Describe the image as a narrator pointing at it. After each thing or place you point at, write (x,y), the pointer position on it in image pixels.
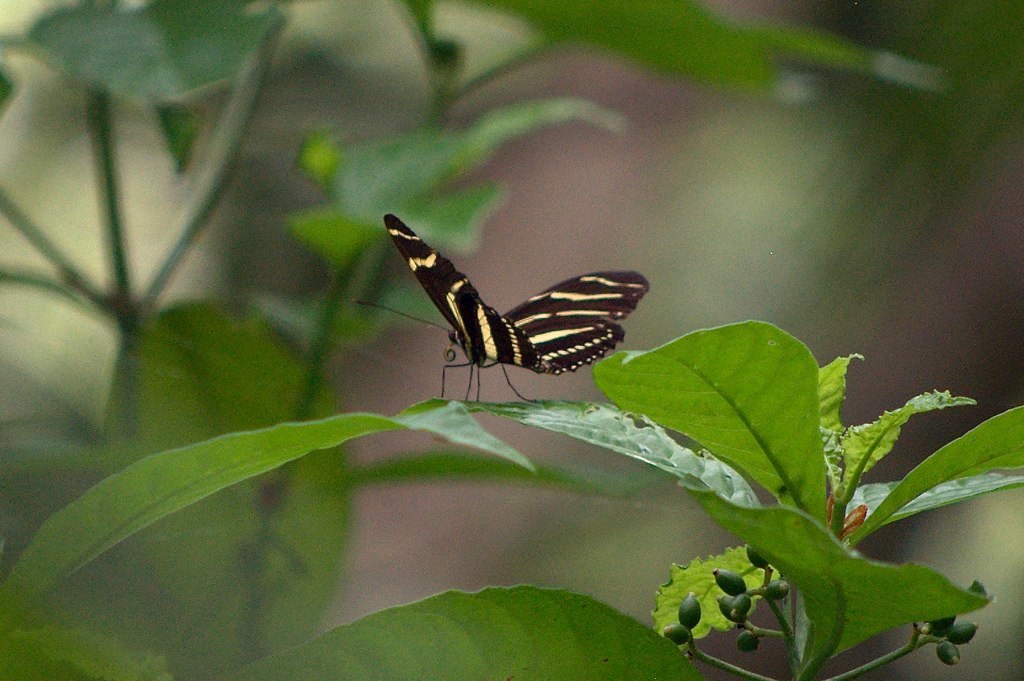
In this picture there is a black and yellow color butterfly (476,306) sitting on the green leaf (565,405). Behind there is a blur background (755,129).
